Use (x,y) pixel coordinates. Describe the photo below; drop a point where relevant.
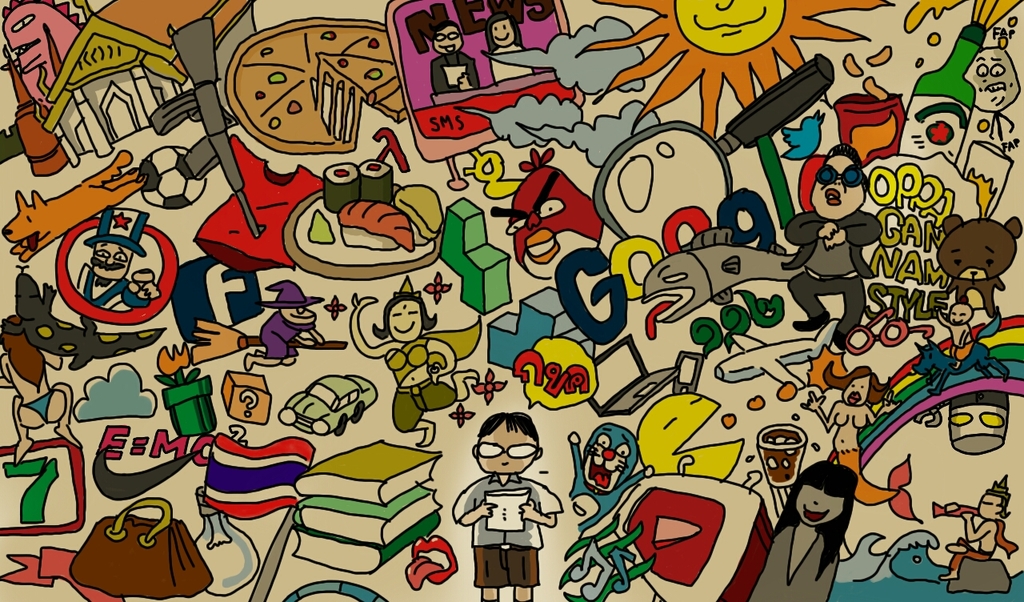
This is the poster image in which there are many cartoons (604,397) and there is some text (610,266) written on the image and there are books (368,534).
